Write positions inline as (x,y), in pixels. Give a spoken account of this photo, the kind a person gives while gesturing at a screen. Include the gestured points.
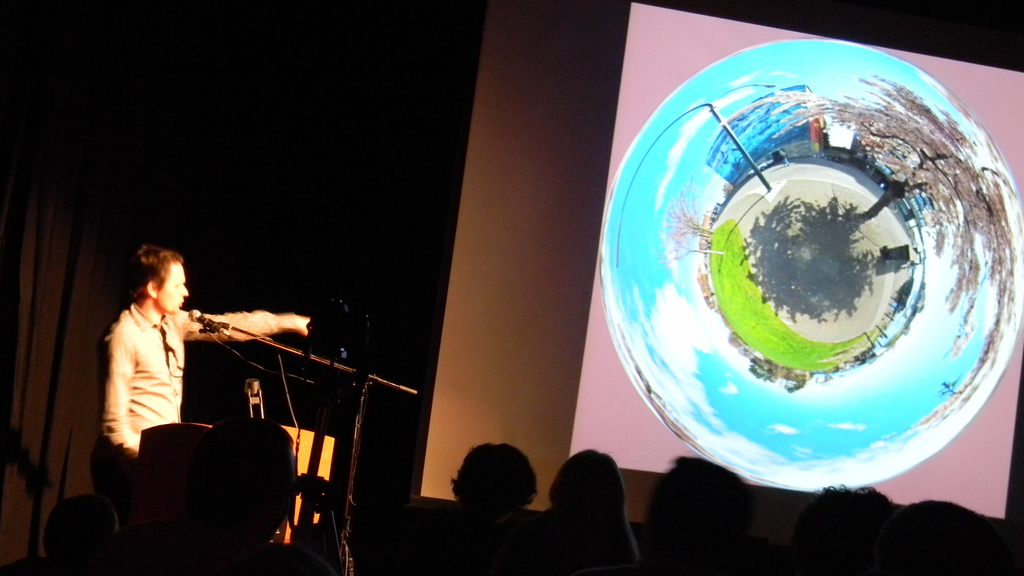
This picture is clicked inside. In the foreground (539,542) we can see the group of persons (233,494). On the left (182,310) there is a person (165,326) standing and we can see a microphone (206,321) attached to the metal stand (404,387). In the background (22,203) we can see the curtain (72,181) and a wall (588,83) and we can see the picture of some objects (805,147) on the projector screen (747,107).
